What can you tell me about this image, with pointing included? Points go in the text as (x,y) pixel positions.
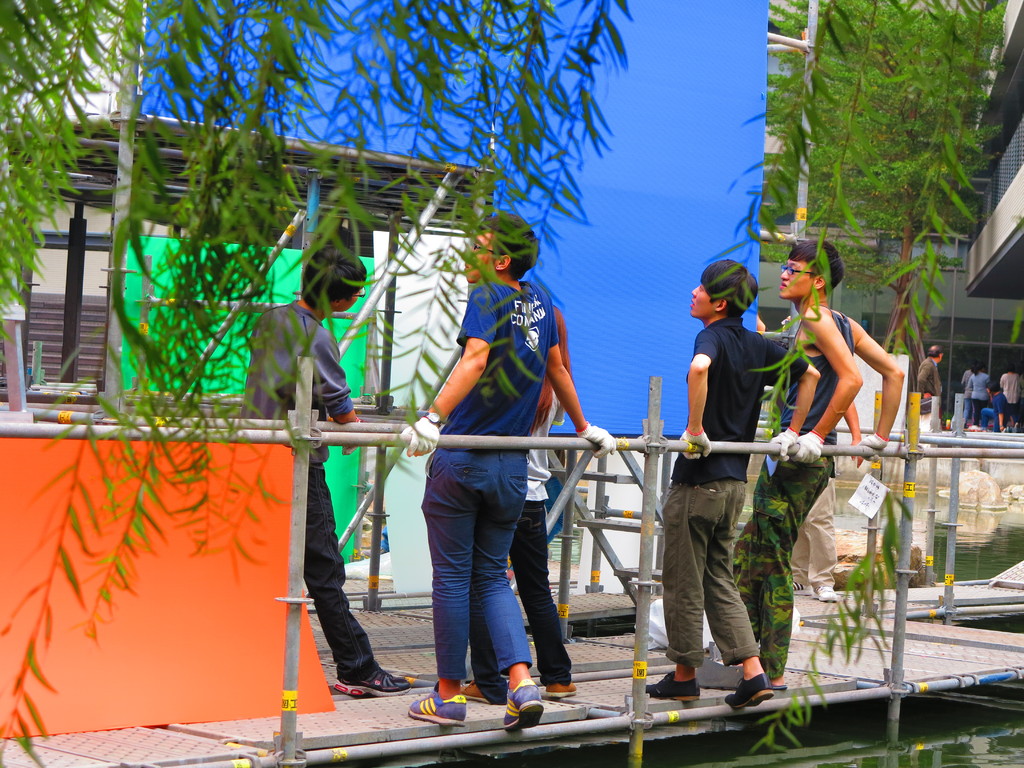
In this picture there are people (597,447) and we can see poles (298,494), trees (906,172), water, sheets (647,184), buildings (1017,290) and objects (983,592).
